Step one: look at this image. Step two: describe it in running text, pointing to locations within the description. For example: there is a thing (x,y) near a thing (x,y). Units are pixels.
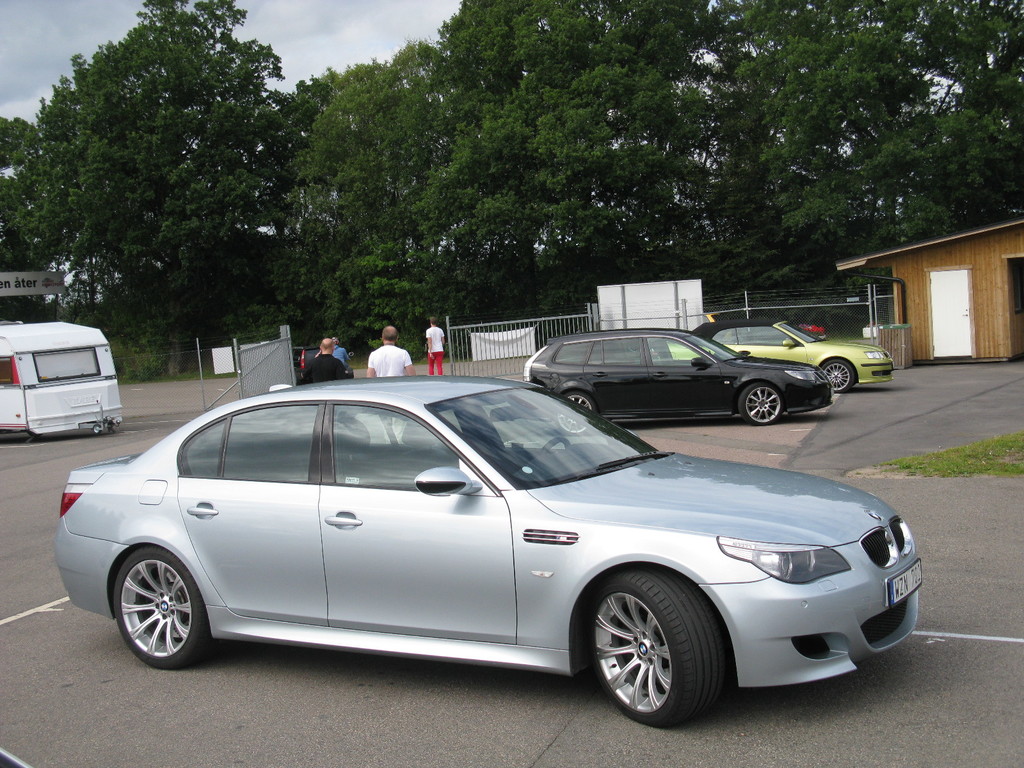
In this image there is the sky (327,28) towards the top of the image (323,47), there are trees (427,135), there is a fence (660,322), there is a gate (273,367), there are four men (337,357) walking, there is a building (966,278) towards the right of the image (964,297), there is a grass (963,467) towards the right of the image (1001,456), there is road (347,710) towards the bottom of the image (312,708), there are vehicles (527,380) on the road (139,386), there are boards (32,286), there is text (21,279) on the board (37,283).
